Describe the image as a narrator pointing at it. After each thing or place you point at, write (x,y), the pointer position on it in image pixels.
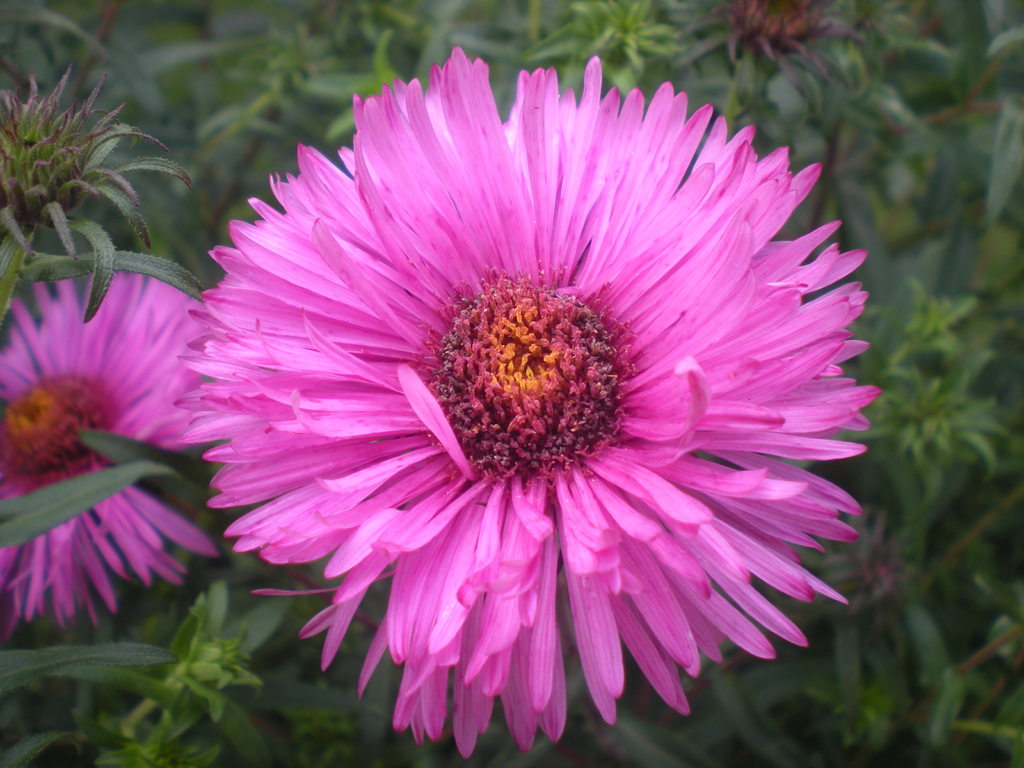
In the image there are pink color flowers (264,317) to a plant (356,28).
